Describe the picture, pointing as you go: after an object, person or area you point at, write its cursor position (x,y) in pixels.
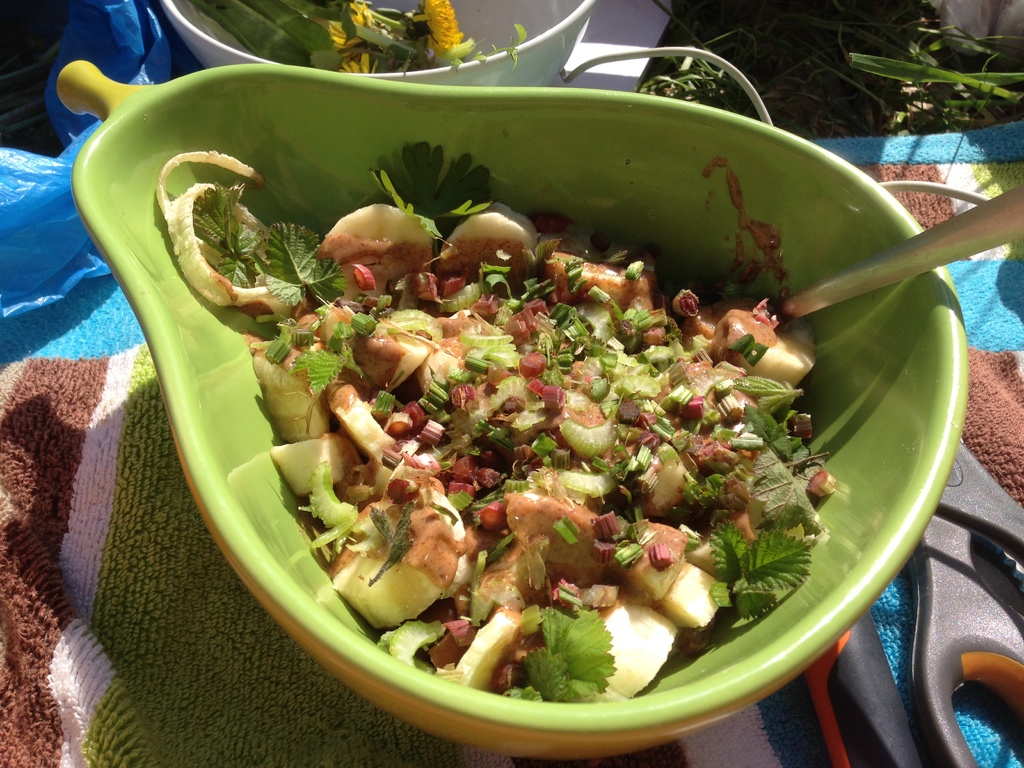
In this image I can see the bowl (302,98) with food (506,418). The food (571,541) is in cream, brown and green color and the bowl (377,698) is in green color. To the side I can see one more bowl (216,52) and some yellow color flowers (368,65) can be seen. I can see one bowl (458,90) is on the cloth (68,721). To the side I can see the grass (861,72).
